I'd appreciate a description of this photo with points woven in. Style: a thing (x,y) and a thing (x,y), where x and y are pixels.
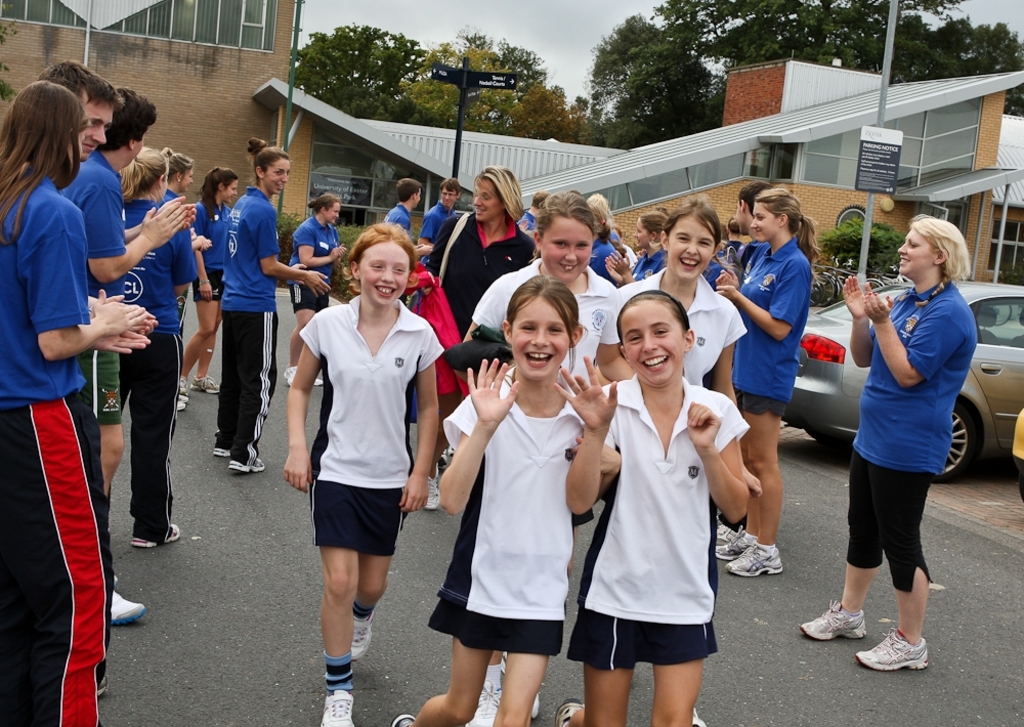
This picture is clicked outside. In the foreground (689,295) we can see the group of girls (352,323) wearing white color t-shirts (532,465), smiling and seems to be walking on the ground (411,605). In the center (466,244) there is a person (469,250) holding an object (450,344) and standing on the ground (436,516) and we can see the group of people (20,248) wearing t-shirts (762,252) and standing on the ground (301,644). On the right (799,389) there is a car (825,371) parked on the ground (979,488) and we can see the plants (858,237), text (872,162) on the boards (899,155) and the buildings (451,129). In the background (511,11) we can see the sky (540,22) and the trees (513,93).
